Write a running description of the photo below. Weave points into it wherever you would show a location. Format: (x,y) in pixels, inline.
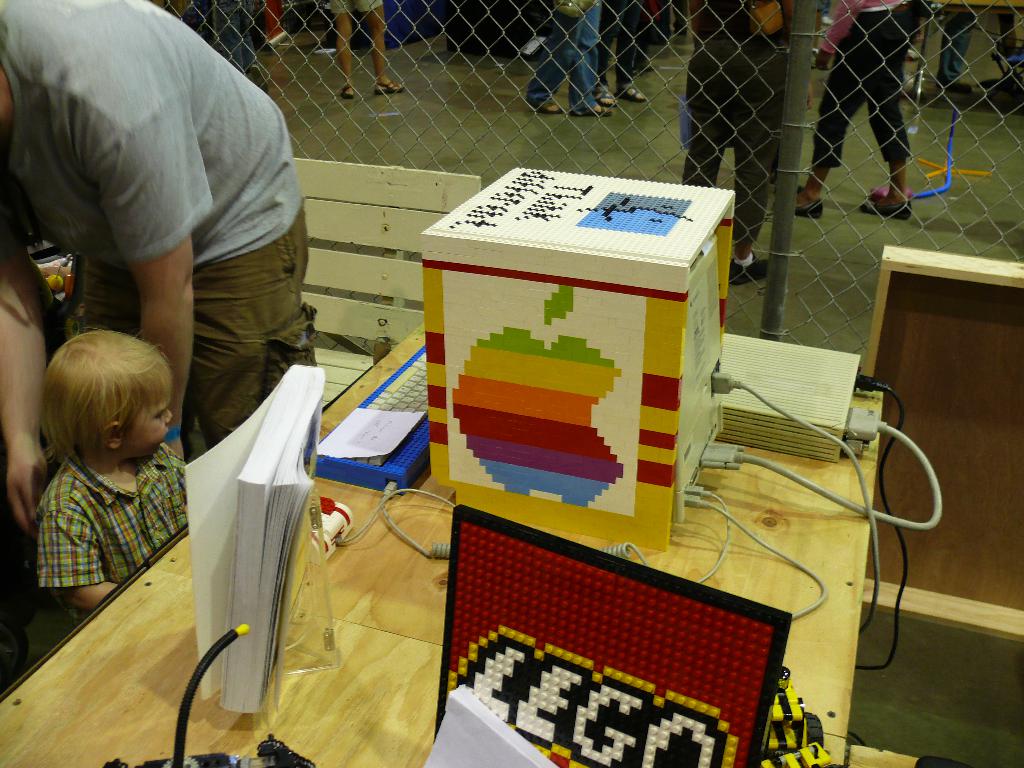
In the photograph there is a table (752,578) there is a gadget (602,254) on the table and also a book (286,556) a kid (160,457) is sitting in front of the table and there is a man (262,326) standing behind him in the background (531,107) there is a mesh (774,125) and some people (711,137) are standing back side of the mesh (711,127).
